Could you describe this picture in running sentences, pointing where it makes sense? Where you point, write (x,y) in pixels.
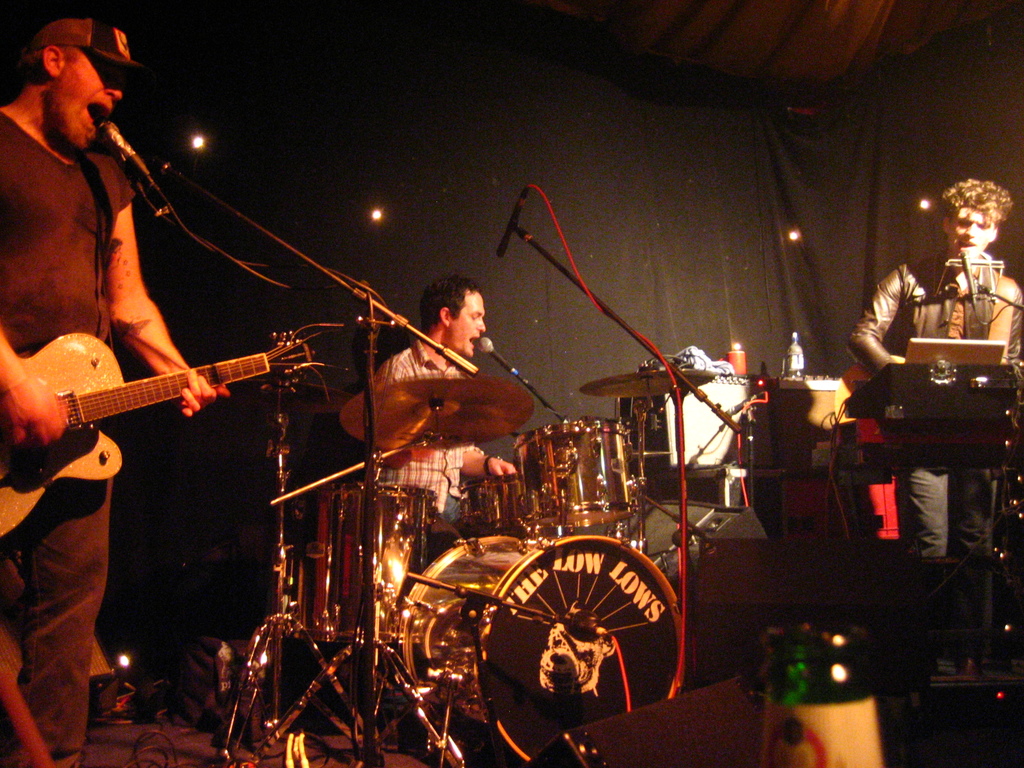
In this image there are three persons (66,236) playing a musical instruments (372,638).
